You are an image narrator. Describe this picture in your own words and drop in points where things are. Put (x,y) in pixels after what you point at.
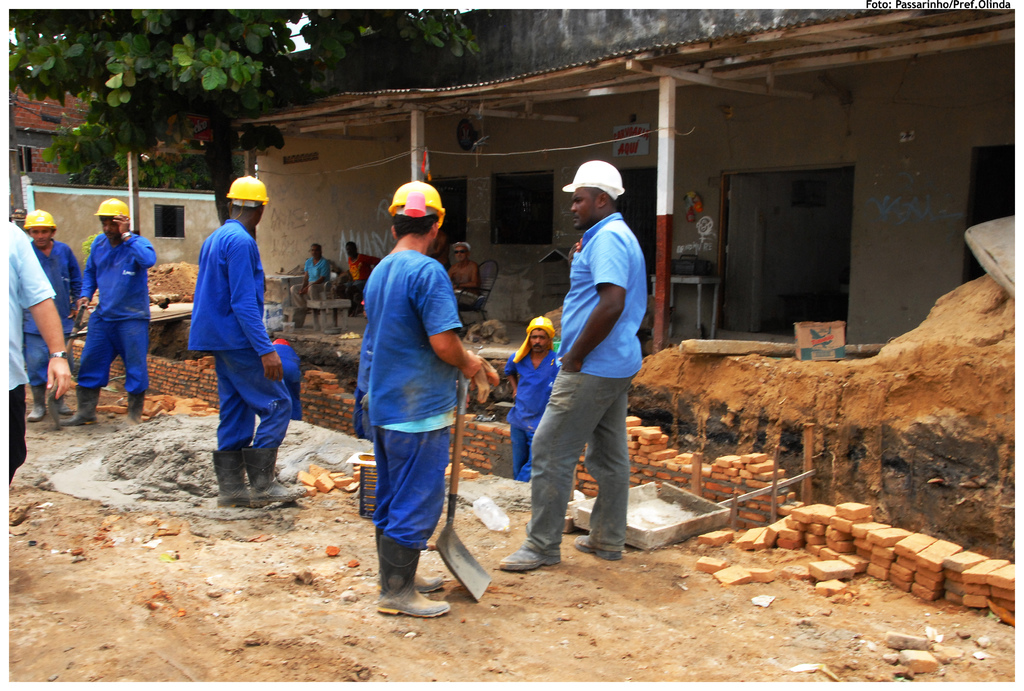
This image is taken outdoors. At the bottom of the image (88,590) there is a ground (317,580). In the background (99,198) there are two houses (780,235) with walls (471,192), windows (536,204), doors (741,220) and roofs (694,61) and there is a tree (286,29). A few people (315,264) are sitting on the chairs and a few are standing on the ground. In the middle of the image (418,372) a man (400,397) is standing on the ground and he is holding a spade (462,554) in his hands (478,354) and there is a cement mixture (164,478) on the ground (293,509) and there are a few bricks (826,571).
